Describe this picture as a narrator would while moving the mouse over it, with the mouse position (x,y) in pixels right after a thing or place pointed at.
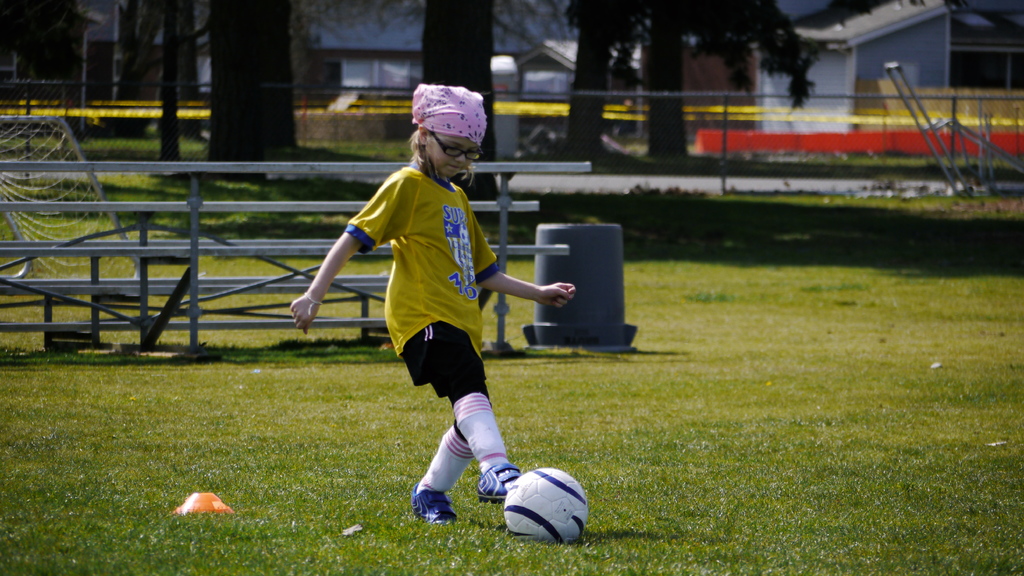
In the middle (440,268), a girl (452,311) is playing with a ball (529,493), she is wearing shorts (463,361), socks (471,429), shoes (502,468), her hair (424,155) is long. In the background (660,54) there are trees (763,61), house (927,60), grass (786,222) and some plants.
